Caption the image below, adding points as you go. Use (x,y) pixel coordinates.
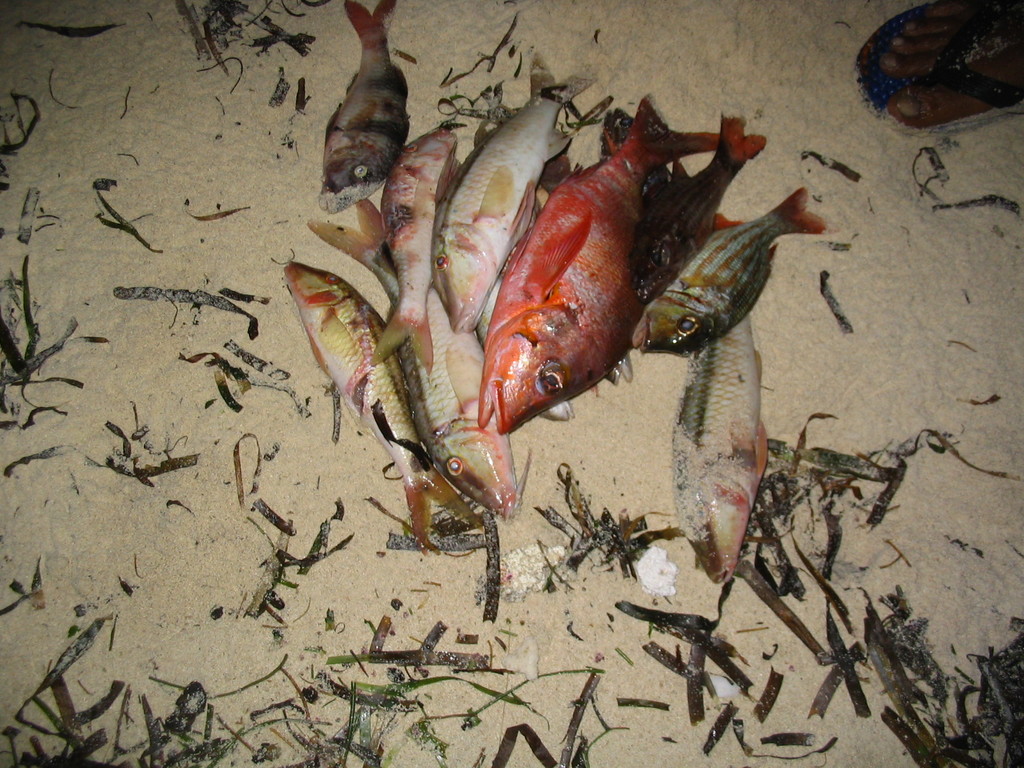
In this image I can see few fish (434,307) and few leaves (457,663) on the ground (578,653). To the top right corner of the image (983,102) I can see a human leg (938,94).
